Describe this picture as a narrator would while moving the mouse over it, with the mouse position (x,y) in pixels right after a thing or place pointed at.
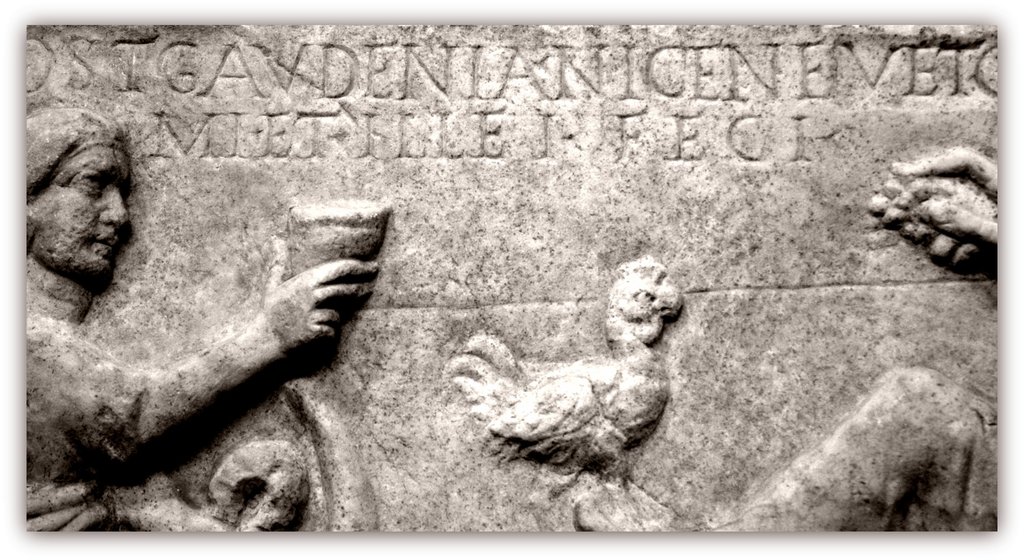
This image consists of a memorial stone (648,148) on which there is a sculpture (58,293) chiseled and a bird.
